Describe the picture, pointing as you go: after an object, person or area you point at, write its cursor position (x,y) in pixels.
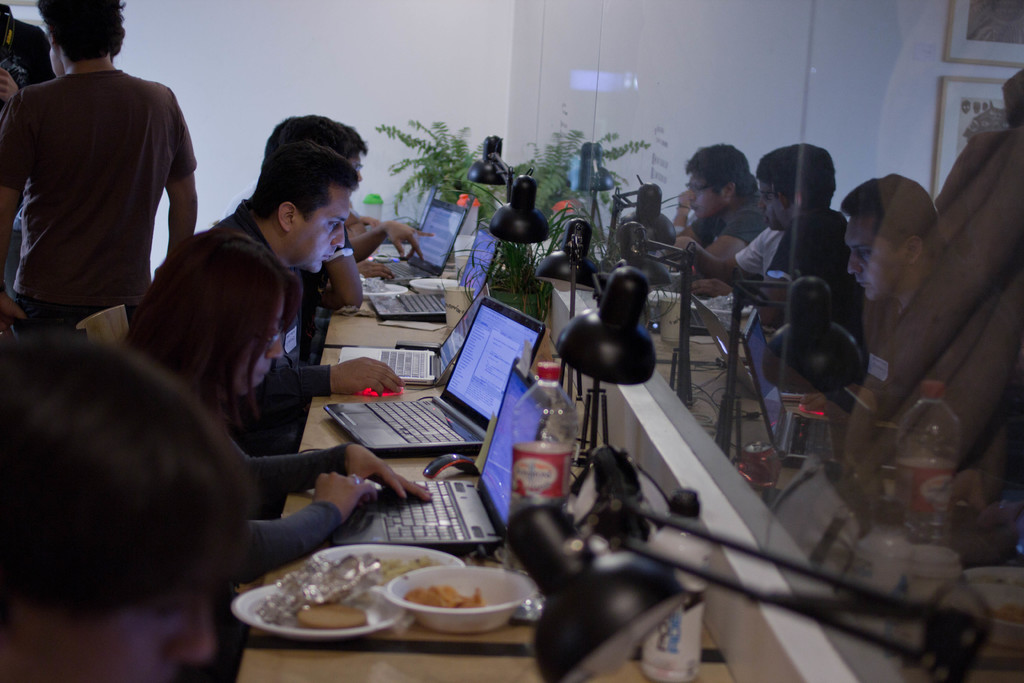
On the left side (117,427) there are few people (212,409) sitting on the chairs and looking into the laptops (443,356) which are placed on a table (347,671). Along with the laptops (435,511) there are few bowls (401,587), lamps (536,196), food items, bottles (531,452) and some other objects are placed. In the background (68,181) few people (55,132) are standing. On the right side (707,170) there is a glass (784,380) on which I can see the reflection (799,364) of these people (240,373). In the background (332,86) there is a wall (342,76) and also there is a plant (439,159).
